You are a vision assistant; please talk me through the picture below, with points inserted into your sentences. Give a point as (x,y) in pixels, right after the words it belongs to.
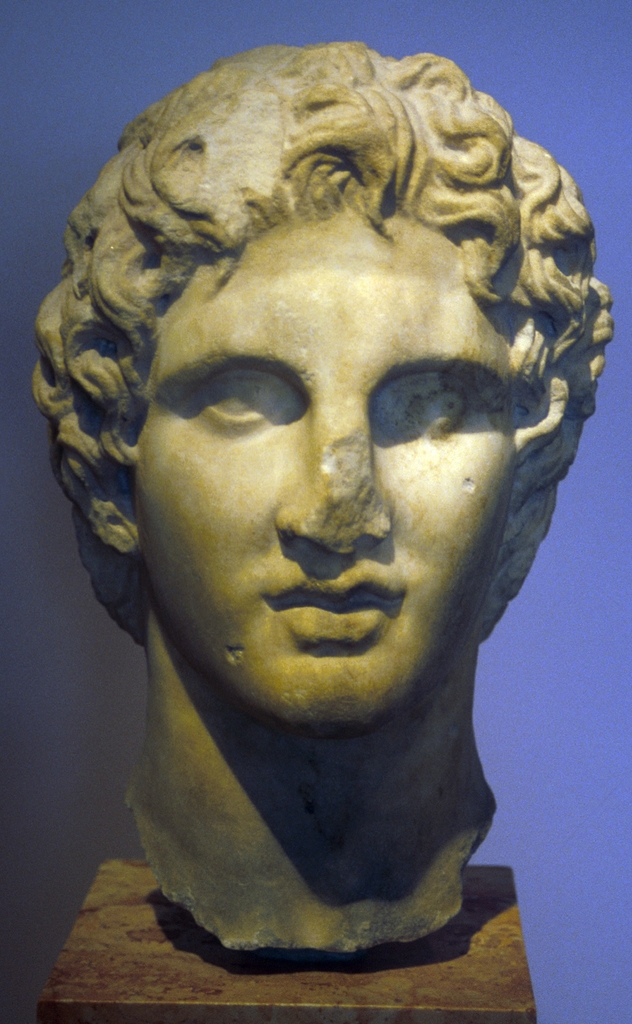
In the foreground (406,104) I can see a person's statue (445,878) on the table (341,974). In the background (620,684) I can see a wall (87,759). This image is taken may be in a hall (318,544).
